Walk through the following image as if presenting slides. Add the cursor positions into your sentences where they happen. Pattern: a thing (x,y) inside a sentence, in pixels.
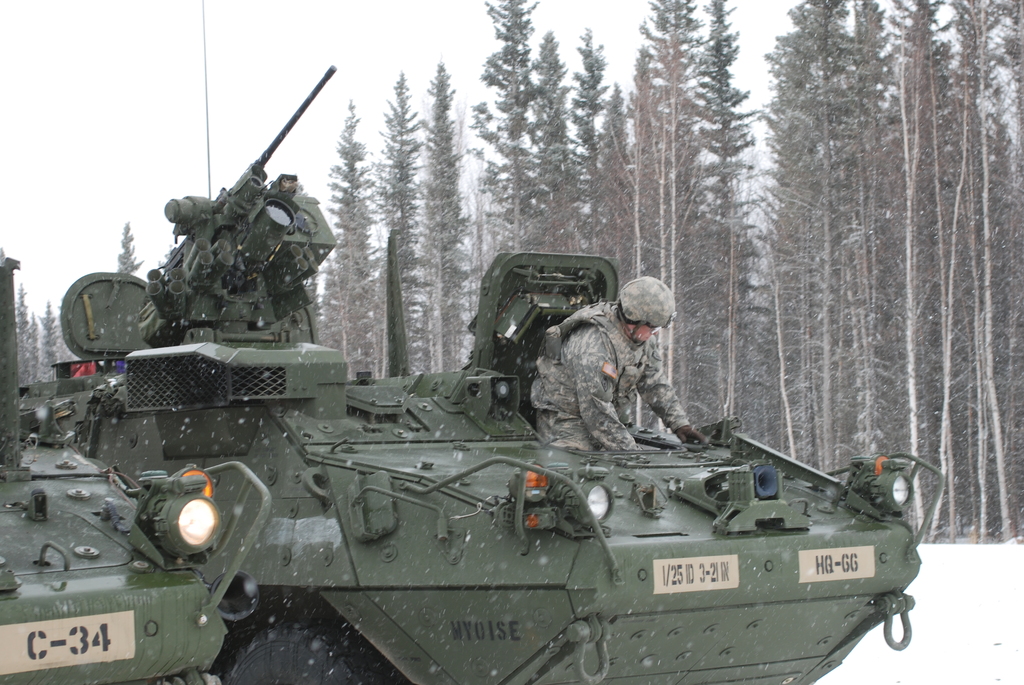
In the image there is an army tanker (260,453) with a man (608,393) standing above it, the land (945,627) is covered with snow (968,551) and in the background (824,336) there are trees (650,213) all over the image and above its sky (228,49).
